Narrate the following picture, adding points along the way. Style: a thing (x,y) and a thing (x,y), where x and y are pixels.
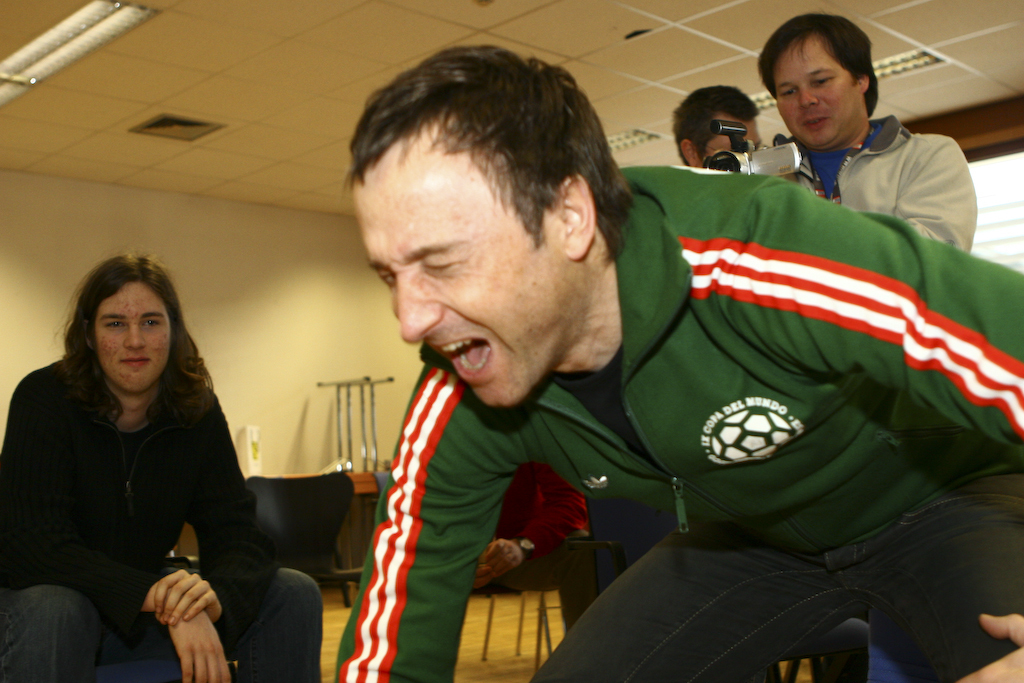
In the center of the image (421,332) a man (716,419) is bending and shouting. On the left side of the image (44,593) a person (66,644) is sitting on a chair (142,668). In the middle of the image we can see two persons (803,108) are standing and a man (868,185) is holding a camera (765,163). In the background of the image (330,396) we can see the tables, chairs (565,540), wall (230,365), window (1006,220). At the top of the image (219,44) we can see the roof (263,98) and lights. At the bottom of the image (510,648) we can see the floor (512,634).
